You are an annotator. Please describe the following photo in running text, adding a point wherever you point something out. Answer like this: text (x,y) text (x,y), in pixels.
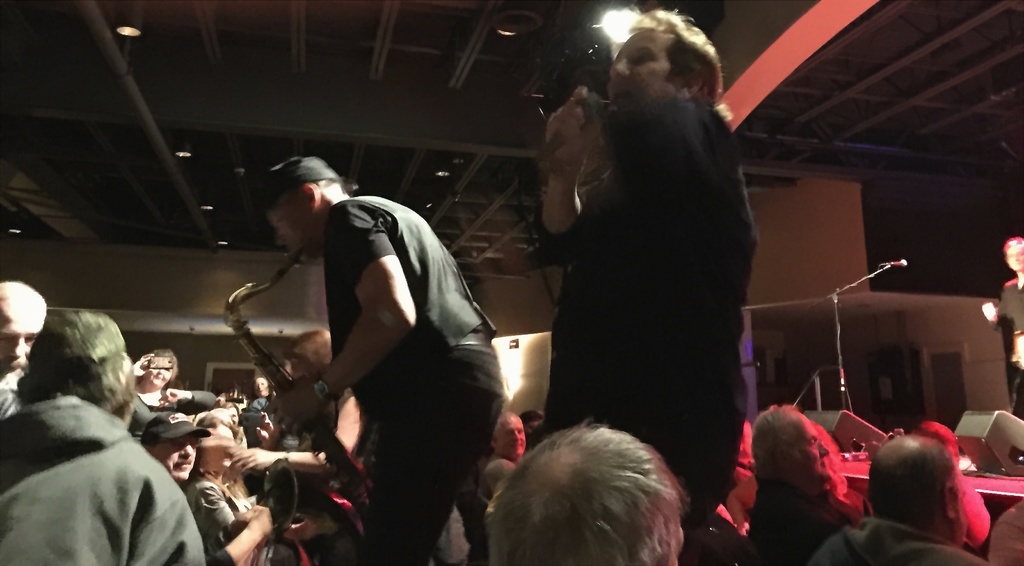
In this image, we can see persons (743,553) wearing clothes (146,478). There is a person (341,282) in the middle of the image (447,359) playing a musical instruments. There is a mic (840,356) on the right side of the image (897,262). There are objects (961,445) in the bottom right side of the image (984,465). There are lights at the top of the image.
